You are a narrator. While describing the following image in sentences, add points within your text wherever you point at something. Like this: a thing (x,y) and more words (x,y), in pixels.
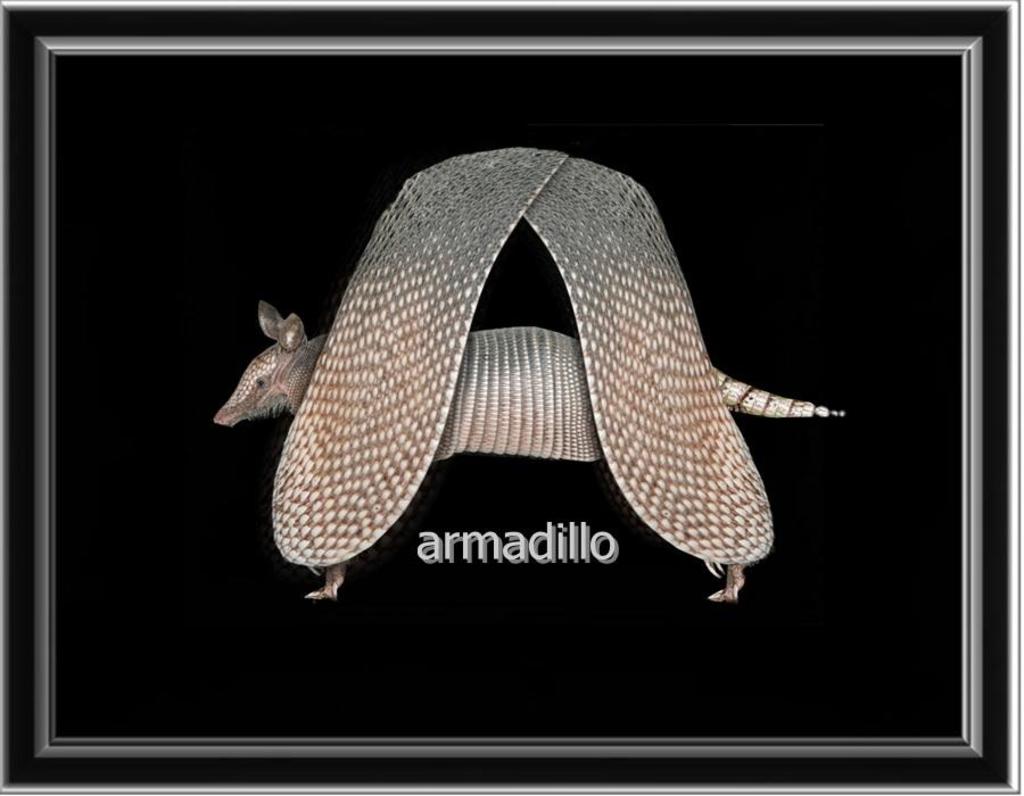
In this picture I can see the photo frame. I can see the animal (551,346).
